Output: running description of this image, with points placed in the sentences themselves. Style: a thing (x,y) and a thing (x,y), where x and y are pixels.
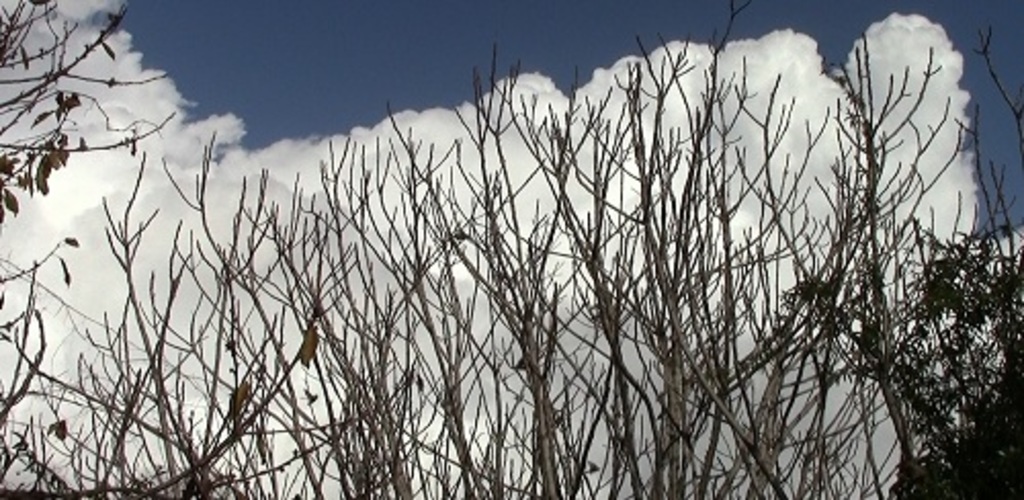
In this image we can see trees (151,364) and sky (522,142) with clouds (757,284) in the background (366,212).
